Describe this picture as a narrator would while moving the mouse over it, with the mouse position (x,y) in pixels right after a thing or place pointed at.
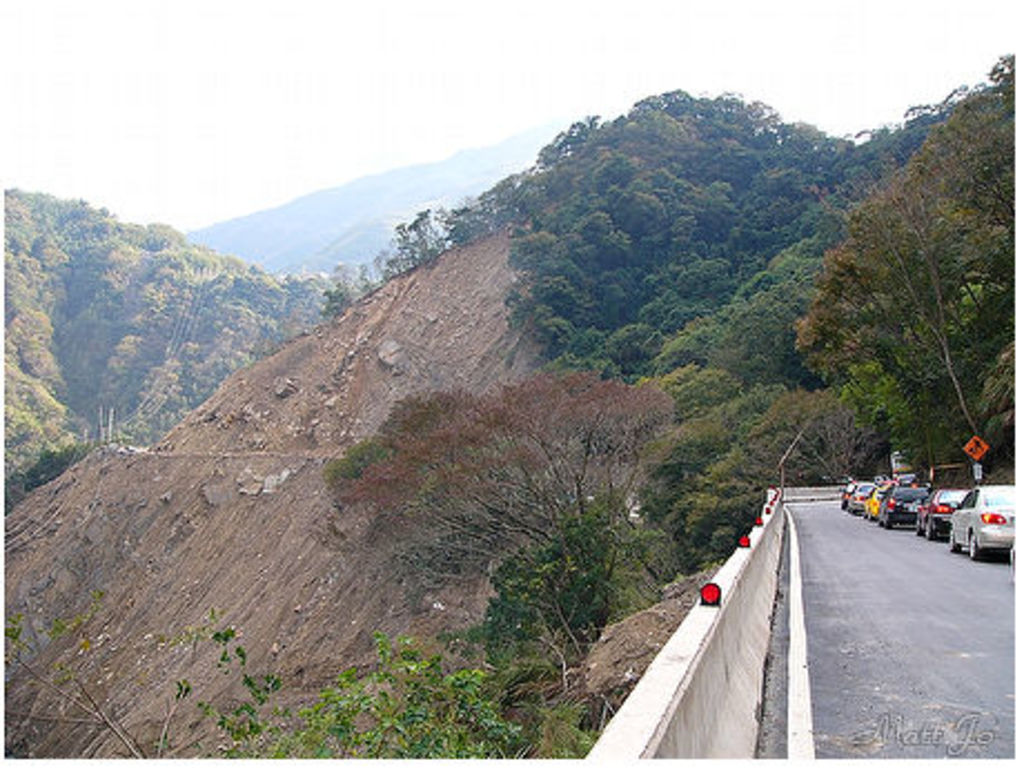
This is the picture of a mountain (346,449). On the right side of the image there are vehicles (984,547) and there is a pole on the road (856,688). On the left side of the image (254,335) there are trees (424,471) on the mountains (303,573). At the top (197,134) there is sky (207,136).
